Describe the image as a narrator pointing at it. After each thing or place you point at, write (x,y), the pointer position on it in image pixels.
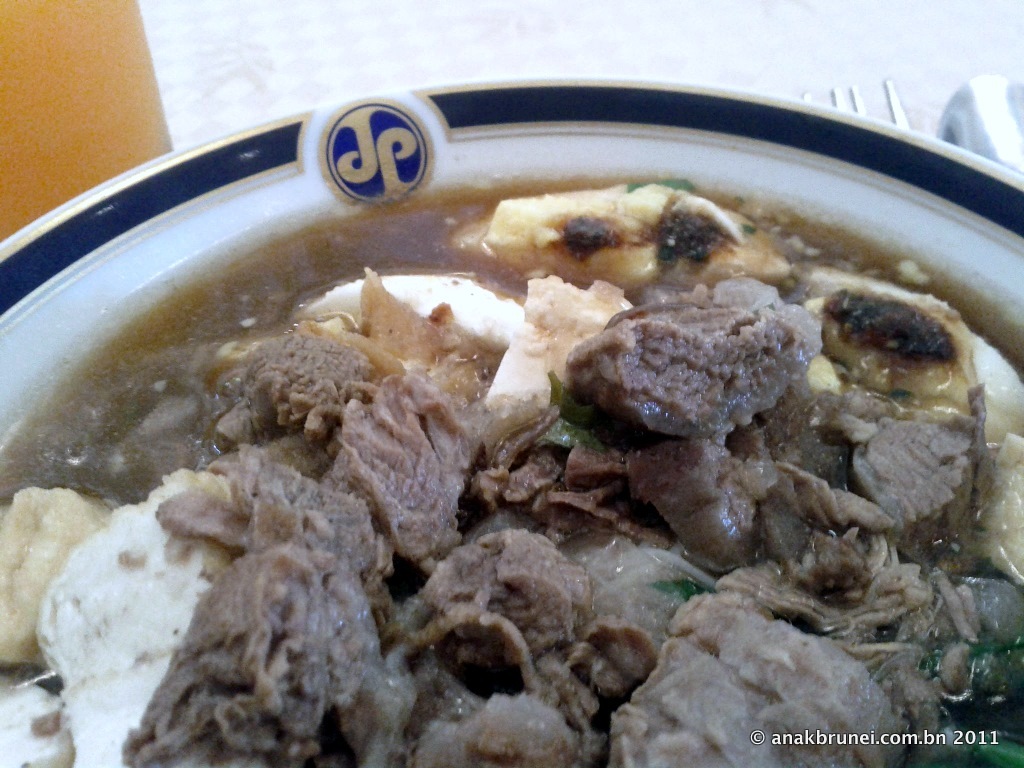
In this picture we can see some food items (141,470) in a bowl (307,144). There is a letter (359,156) visible on this bowl (15,293). We can see a fork (805,103), and an object (971,138) on a white surface (279,21).
